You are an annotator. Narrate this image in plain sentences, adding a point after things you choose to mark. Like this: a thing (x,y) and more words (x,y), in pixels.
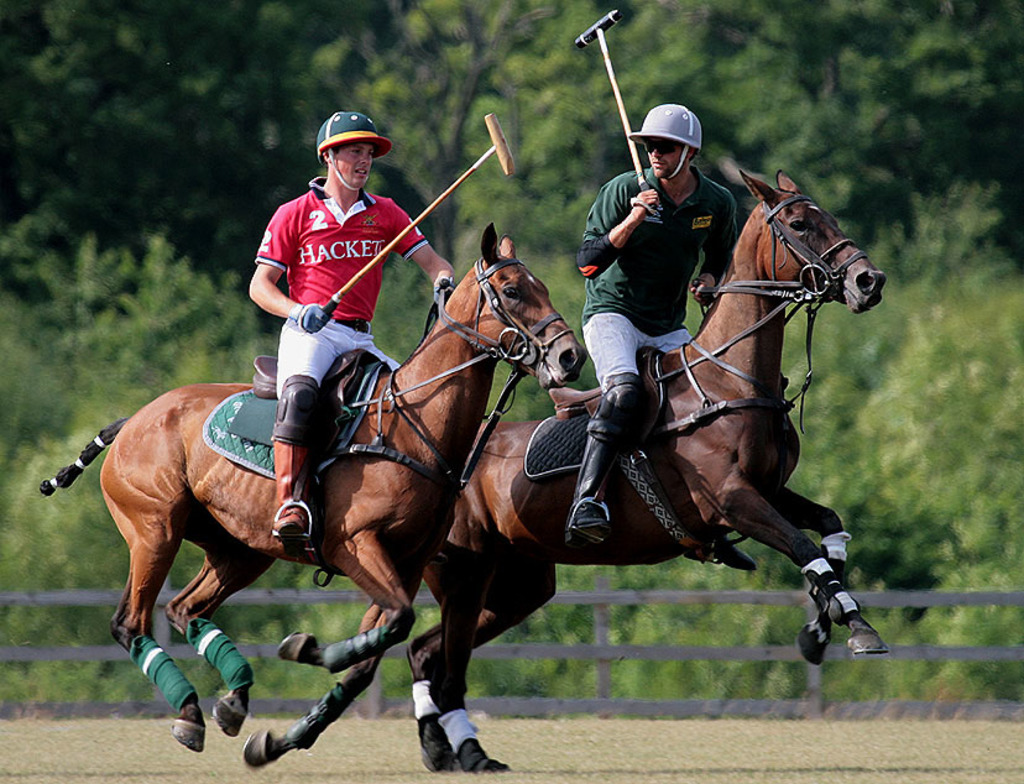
There are persons (349,272) wearing helmet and sitting on horses (515,460) and playing horse polo. They are holding bats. Person (727,213) on the right (690,185) is wearing goggles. In the back (644,607) there are fencing (674,653) and trees (444,118). There are saddles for the horses (610,491).
